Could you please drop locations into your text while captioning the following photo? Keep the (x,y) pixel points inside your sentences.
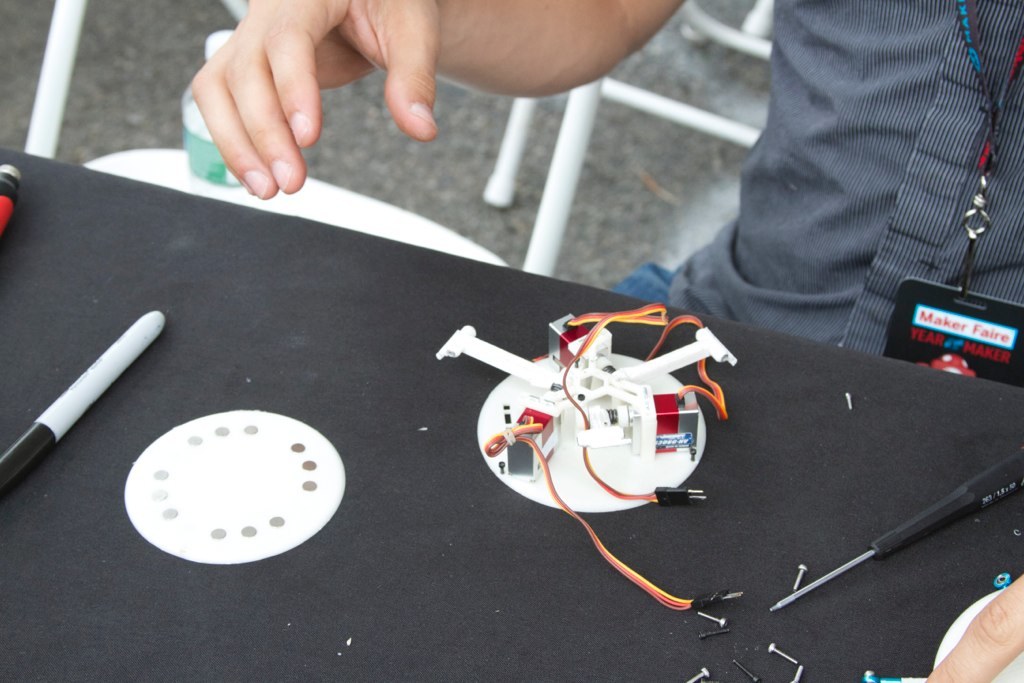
In this image we can see a man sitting beside a table (404,598) containing some electrical devices (565,448), a tool (879,549), a pen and some nails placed on it. On the backside (420,215) we can see a bottle (194,159) on a chair (295,208) which is placed on the surface (611,182).
